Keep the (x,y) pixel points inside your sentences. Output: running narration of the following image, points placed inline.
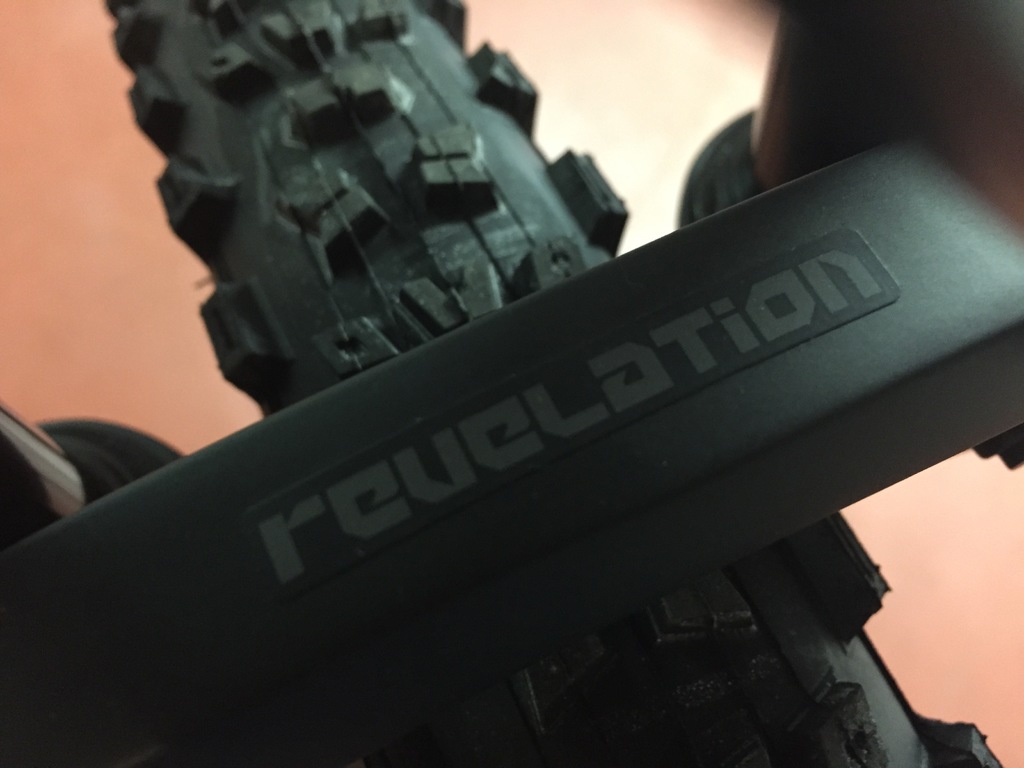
This is a zoom in picture of a bicycle Tyre (440,259) as we can see in the middle of this image (470,313).
